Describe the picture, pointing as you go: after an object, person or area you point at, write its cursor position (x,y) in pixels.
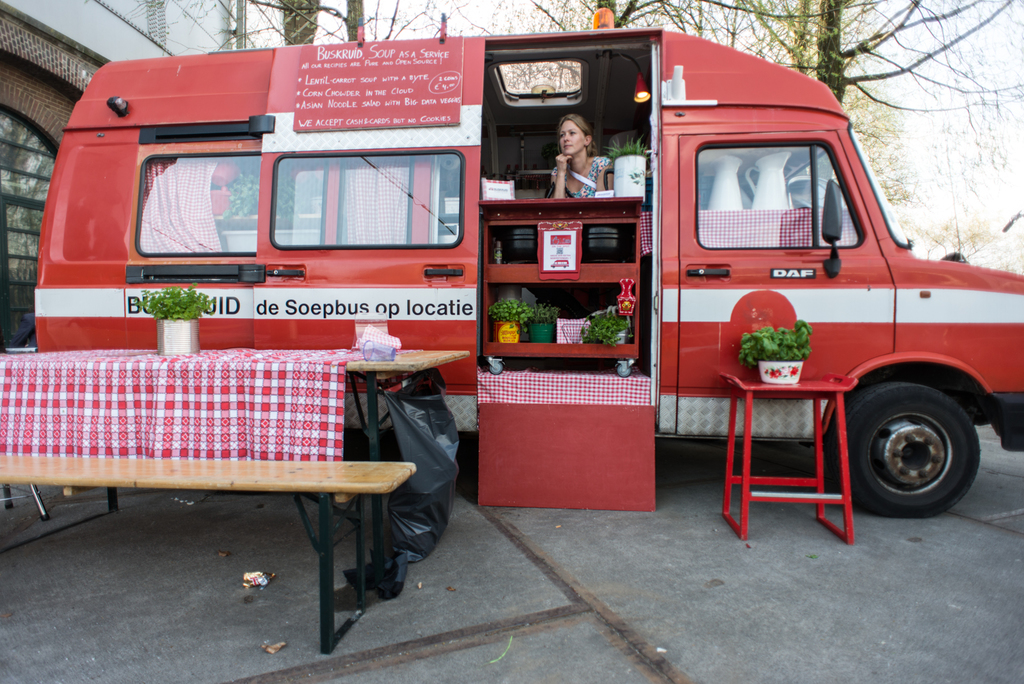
This is a red vehicle (201,276). Inside this vehicle (792,99) a woman (576,153) is sitting. In-front of this woman (587,173) there are plants (593,322). These are tables (758,390) and bench (366,464). On this tables (301,363) there are plants (171,354) and cloth (213,389). Under the table (417,355) there is a plastic cover (452,490). These are trees (849,57). Beside this vehicle (182,156) there is a building (30,131).
